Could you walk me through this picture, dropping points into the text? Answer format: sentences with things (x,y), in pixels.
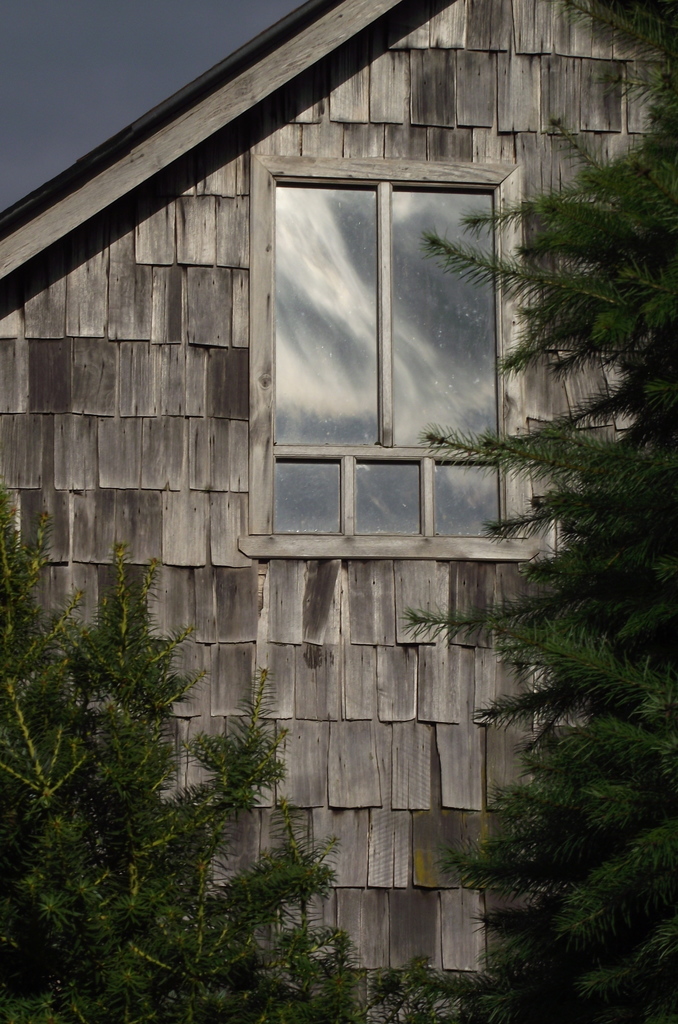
In the image in the center, we can see one wooden house (346,765), window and trees (668,899).
